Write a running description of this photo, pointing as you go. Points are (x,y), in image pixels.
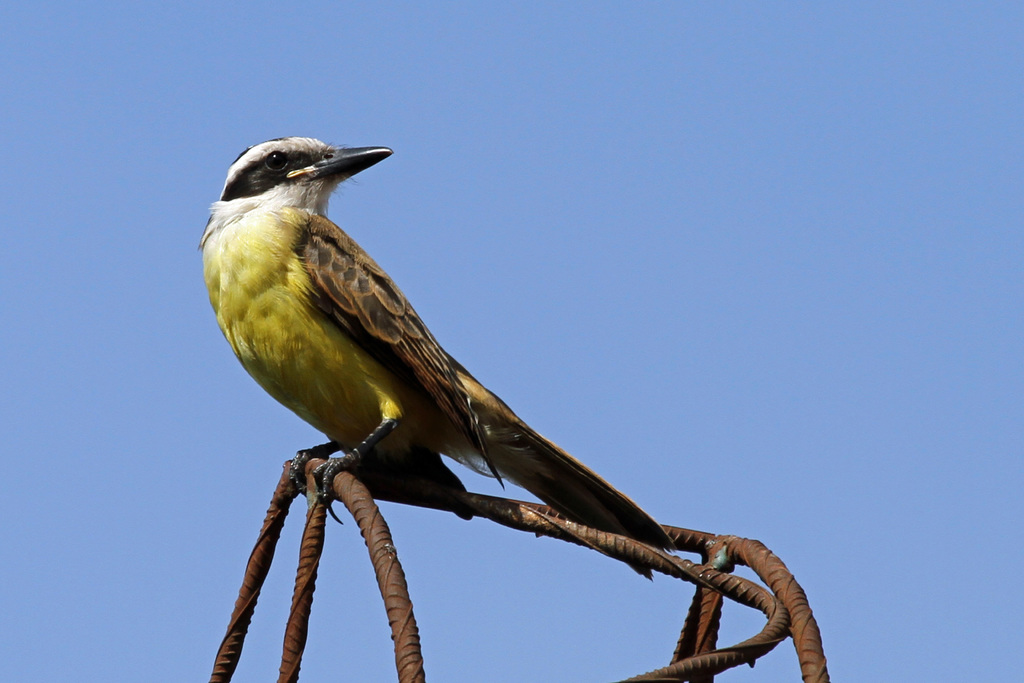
This picture is clicked outside the city. In the center (345,408) there is a bird (322,268) with a black color beak (343,169), standing on the metal object (492,520). In the background (701,135) there is a sky (830,190).
